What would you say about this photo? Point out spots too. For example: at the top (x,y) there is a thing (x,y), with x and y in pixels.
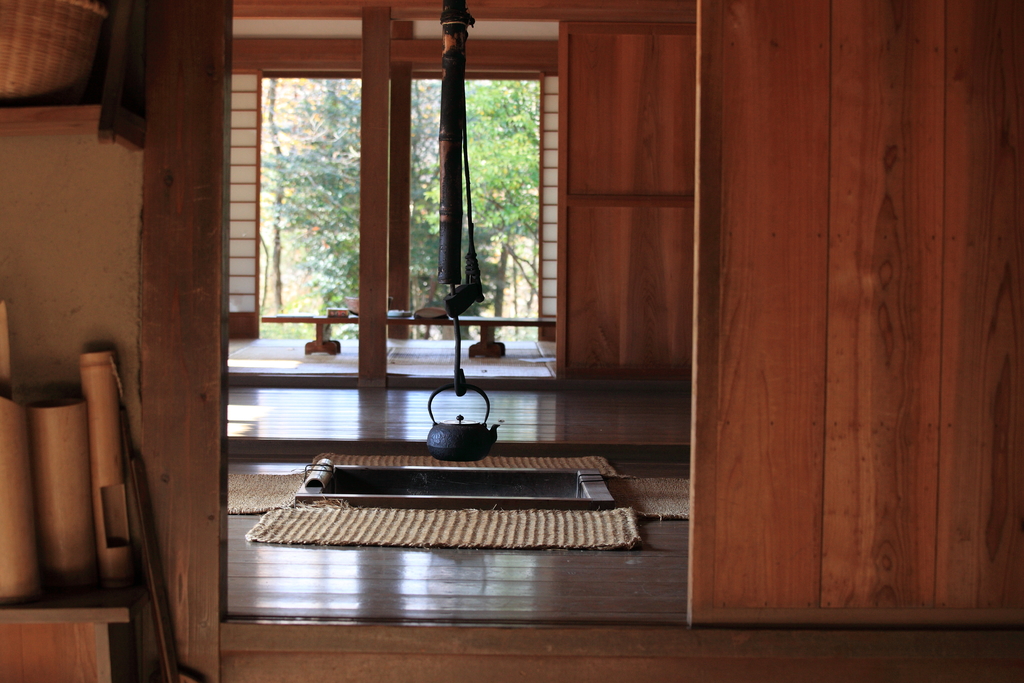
In this image I can see the inner part of the house (598,313) and I can see few wooden objects (130,439). Background (619,329) I can see the wooden wall (594,236) and the wall (610,230) is in brown color and I can see trees (355,187) in green color. In front (441,533) I can see few mats (584,532) in cream color.
